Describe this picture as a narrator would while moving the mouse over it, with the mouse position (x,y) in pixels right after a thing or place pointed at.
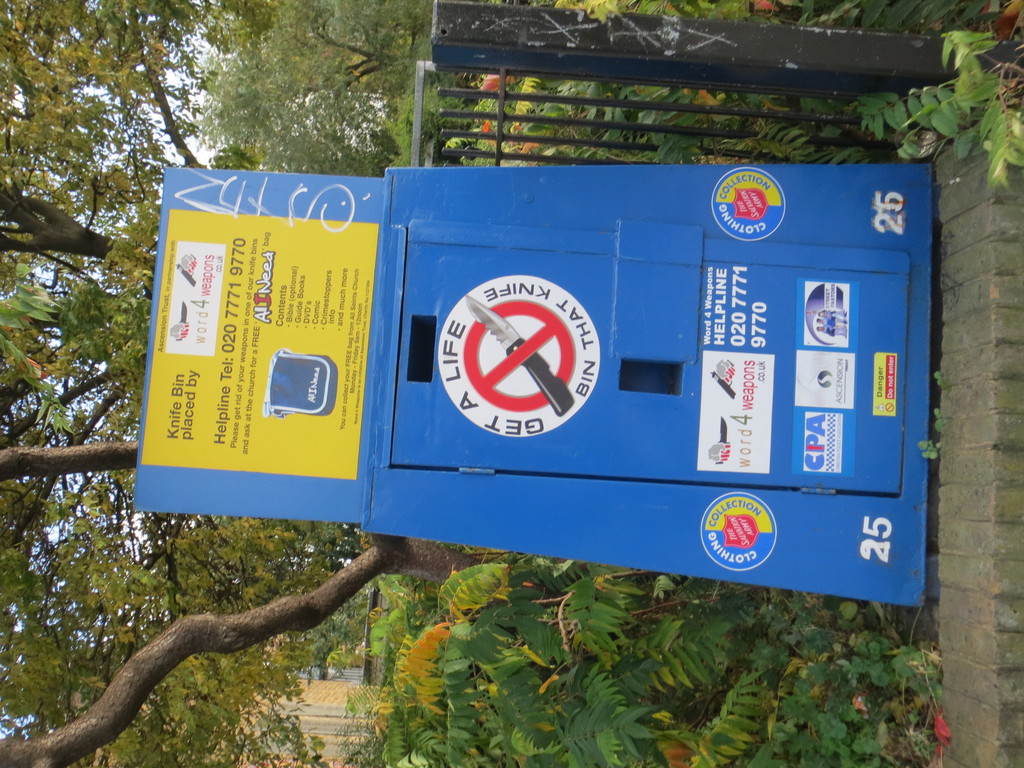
In this image we can see a box (589,281) which is in blue and yellow color and there are some stickers (895,362) attached to it and in the background of the image (611,671) there is fencing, there are some plants (573,609), trees (145,328) and clear sky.
